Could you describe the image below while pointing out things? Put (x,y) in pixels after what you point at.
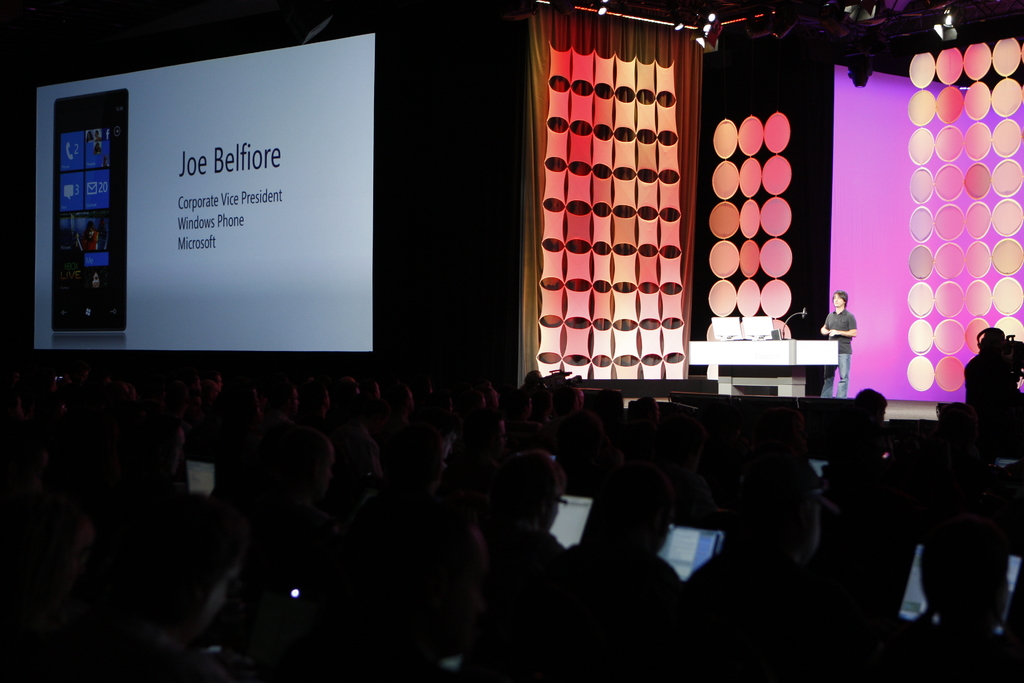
In this image few persons (544,503) are sitting. Few persons (516,503) are having laptop (711,542) before them. A person (825,332) is standing on the stage (837,398). Before this person (842,333) there is a table (769,339) having two monitors (728,323) and a mike (782,333) on it. Few lights (701,26) are attached to the roof (913,29). Left side (106,290) there is a display screen (306,273) having picture (87,227) of a mobile (83,147) and some text (257,214). Right side (1008,377) a person (1002,358) is holding a camera (1017,359).
